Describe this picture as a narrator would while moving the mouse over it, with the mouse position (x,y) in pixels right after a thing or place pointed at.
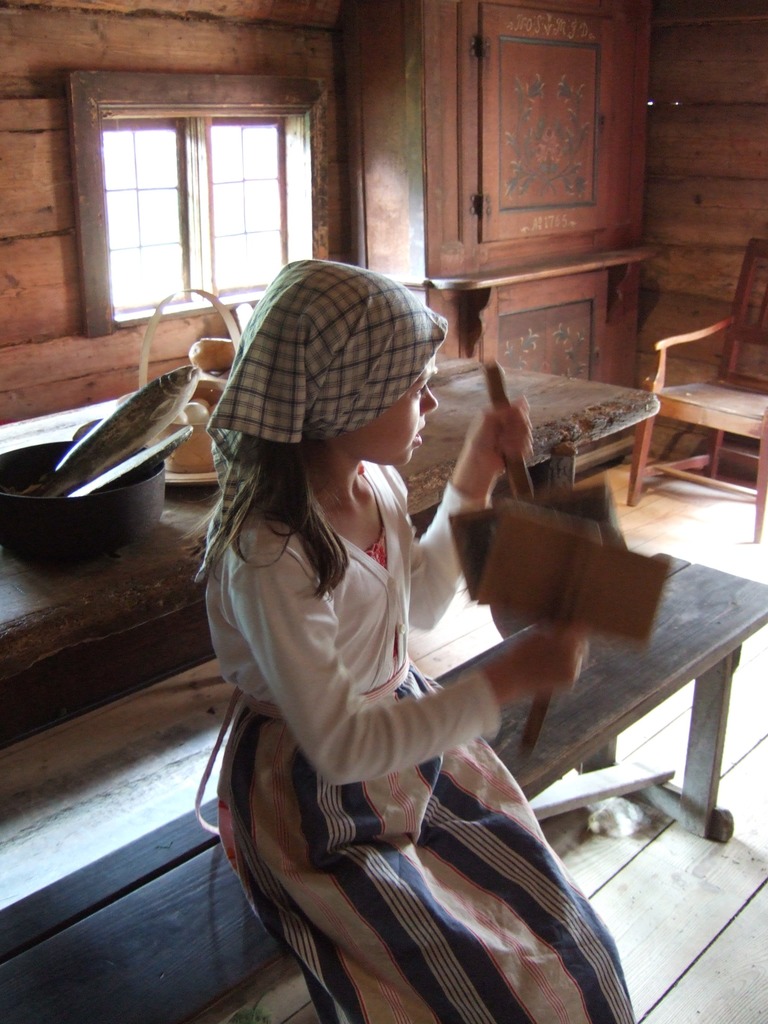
This picture is clicked inside a room (623,941). In the middle of this picture (435,354), we see a girl (364,697) in white and black dress (401,781) is sitting on a bench (217,857) and she is holding some wood (532,549) in her hands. Behind her, we see a table (75,580) on which bowl (74,514) containing fish (109,417) and the other bowl (180,455) containing some food (190,421) is placed on it and behind that, we see a wooden wall (54,131) and windows (242,208). To the right of that, we see cupboard (574,205) and on the right top of this picture (697,330), we see a chair (690,416).
